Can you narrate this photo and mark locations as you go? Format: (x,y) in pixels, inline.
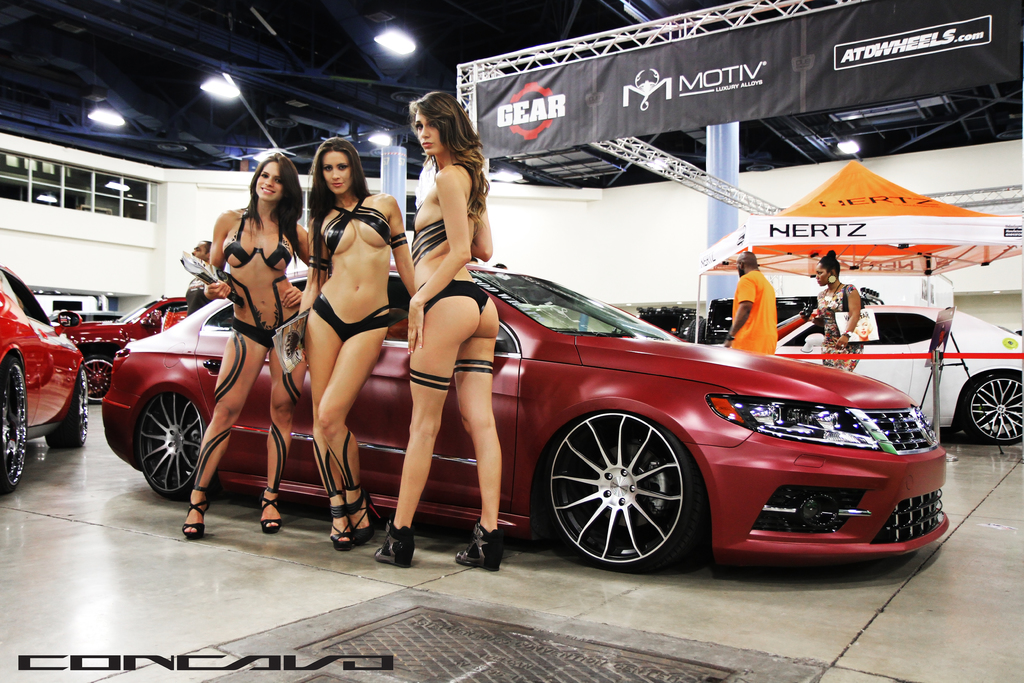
This picture is clicked inside the hall (107,186). In the center (429,240) we can see the group of women (316,241) standing and we can see the group of cars (588,296) seems to be parked on the ground (1001,473). On the right (839,309) we can see a woman (828,270) wearing dress (835,330), sling bag (841,331) and seems to be standing and we can see two persons (759,286) and we can see the tent (856,208), metal rods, focusing lights (404,40), text (890,50) on the banner (756,68). In the background (733,152) we can see the wall (657,220), pillar (712,167) and many other objects (743,151). In the bottom left corner (122,662) we can see the watermark (314,665) on the image.
